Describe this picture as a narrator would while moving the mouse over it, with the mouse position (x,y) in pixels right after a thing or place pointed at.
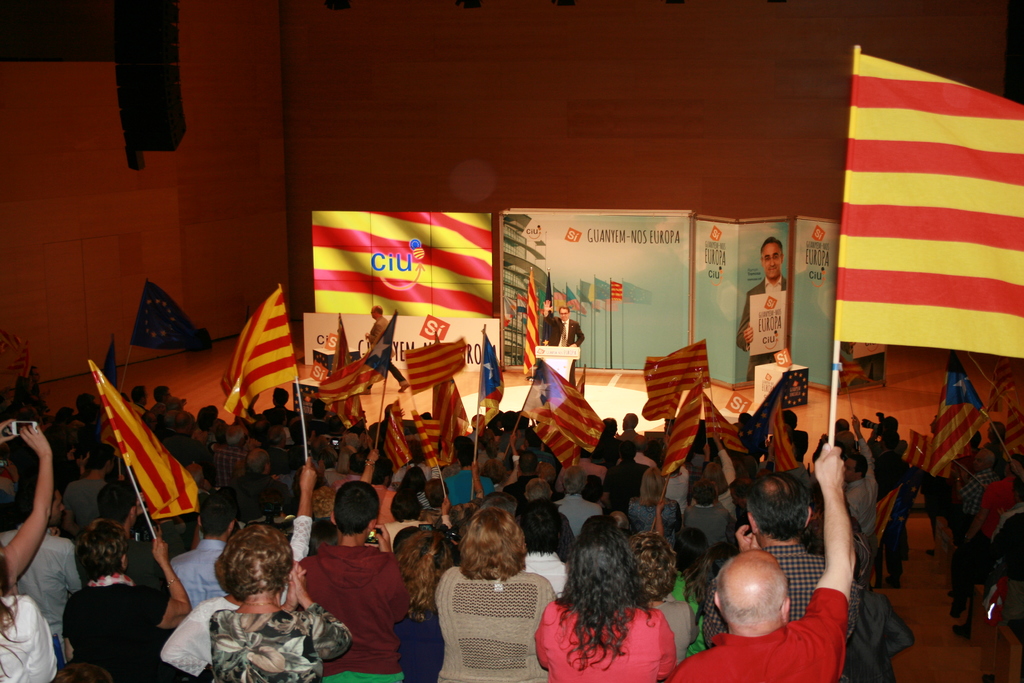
In this image we can see a person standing on the stage (631,395) beside a speaker stand (560,365). We can also see a board (726,308) with some pictures (621,319) and text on it and some speaker boxes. On the bottom of the image (711,525) we can see a group of people (686,592). In that some are holding the flags (777,457) and the mobile phones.
